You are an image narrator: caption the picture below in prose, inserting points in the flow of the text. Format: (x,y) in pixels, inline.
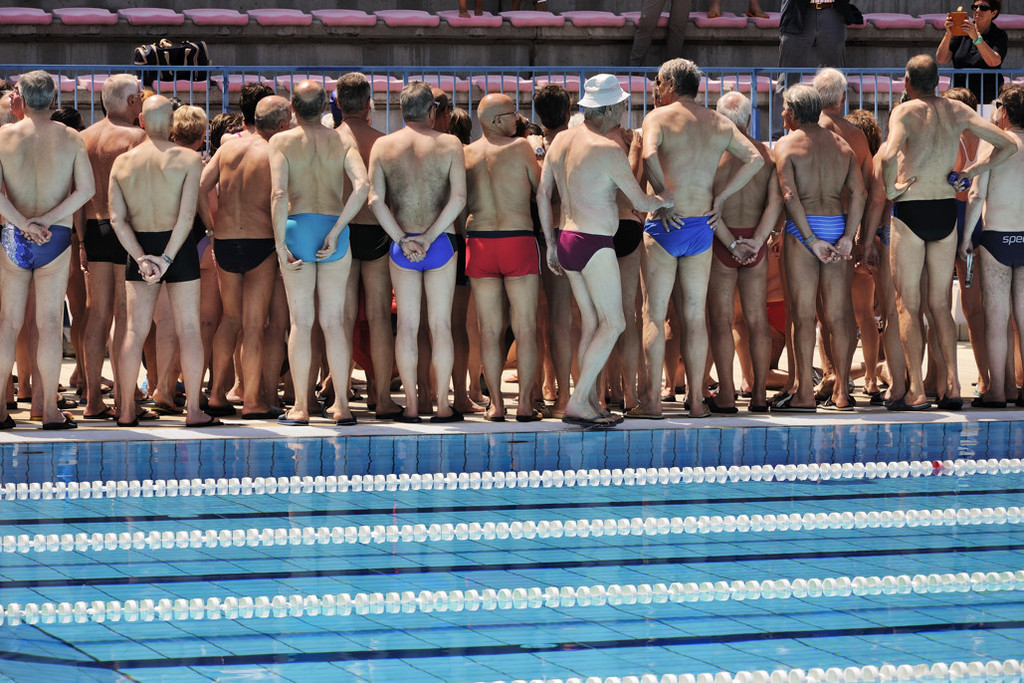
In this image there is a swimming pool (723,491). There are so many people (574,135) are standing. There is a gate (213,104).
